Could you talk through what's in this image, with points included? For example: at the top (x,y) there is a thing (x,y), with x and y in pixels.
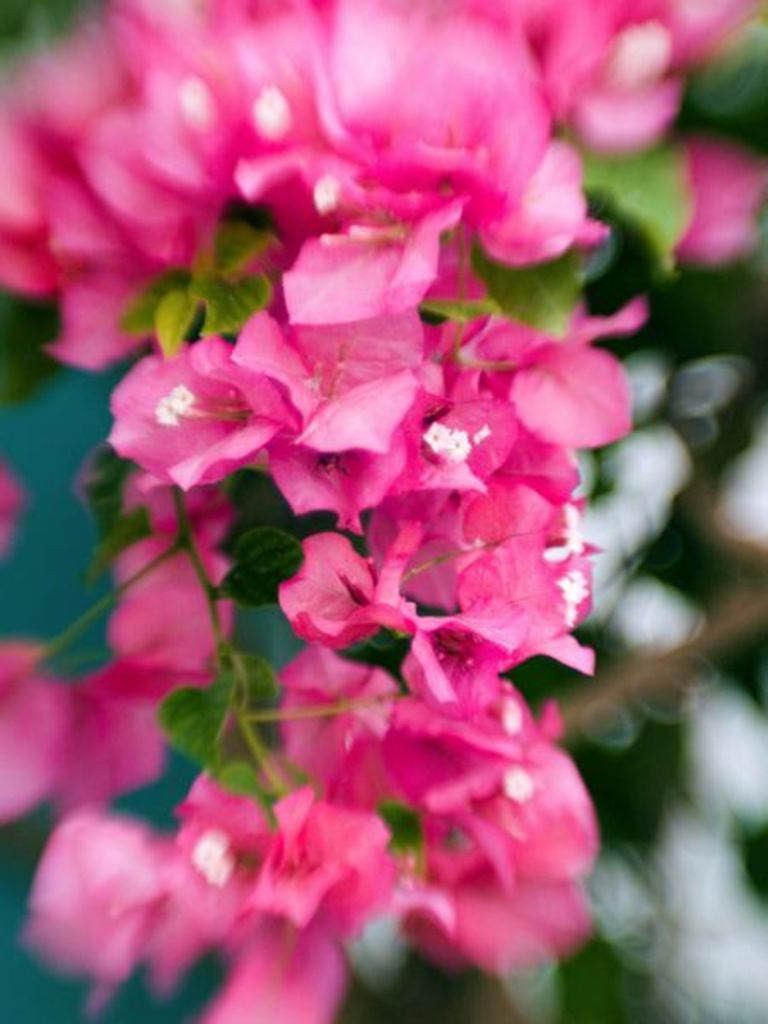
In this image I can see pink flowers (461,622) and the background (74,422) is blurred.
